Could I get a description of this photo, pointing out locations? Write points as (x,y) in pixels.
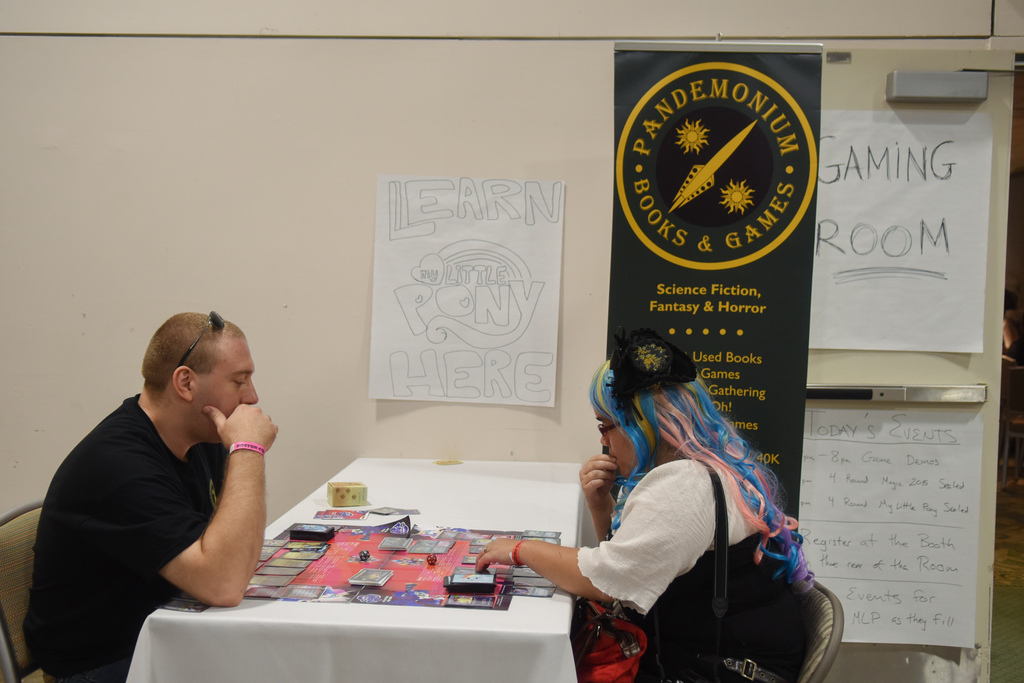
On the left side (192,592) a man (116,630) is sitting on the chair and looking in the middle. On the right side (771,561) a woman (737,552) is there, she wore white color dress (712,532).
